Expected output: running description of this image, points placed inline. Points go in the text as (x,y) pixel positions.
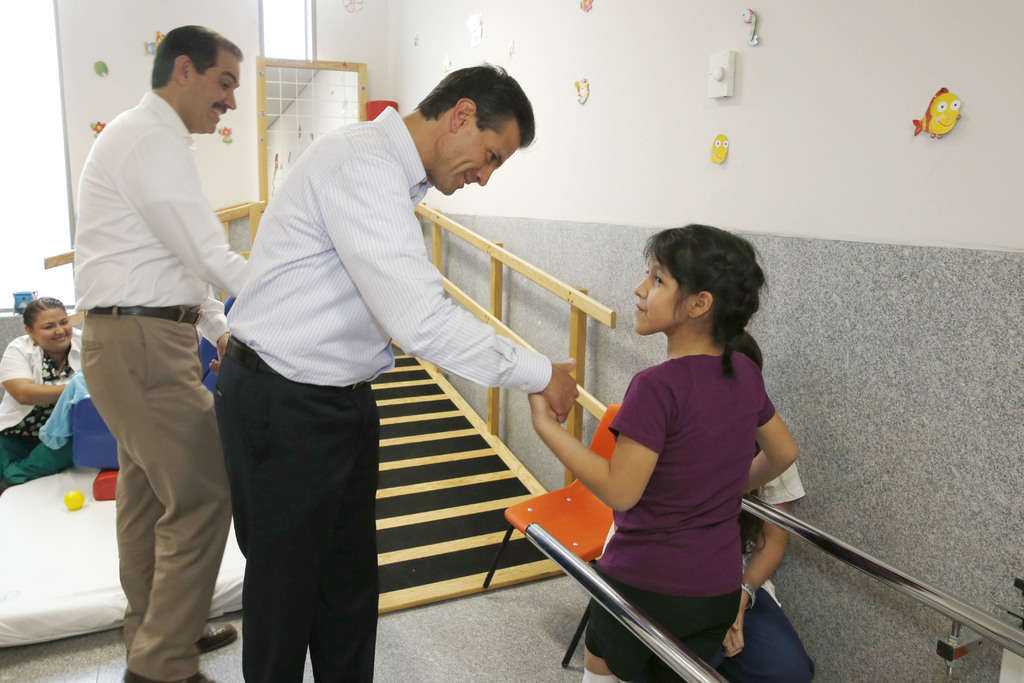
In this picture I can observe two men (152,214) standing. Both of them are smiling. In front of them there are two girls (633,510). One of them is wearing violet color t-shirt (686,479). I can observe wooden railing (493,315). In the background (587,147) there is a wall (612,159) which is in white and grey color.
